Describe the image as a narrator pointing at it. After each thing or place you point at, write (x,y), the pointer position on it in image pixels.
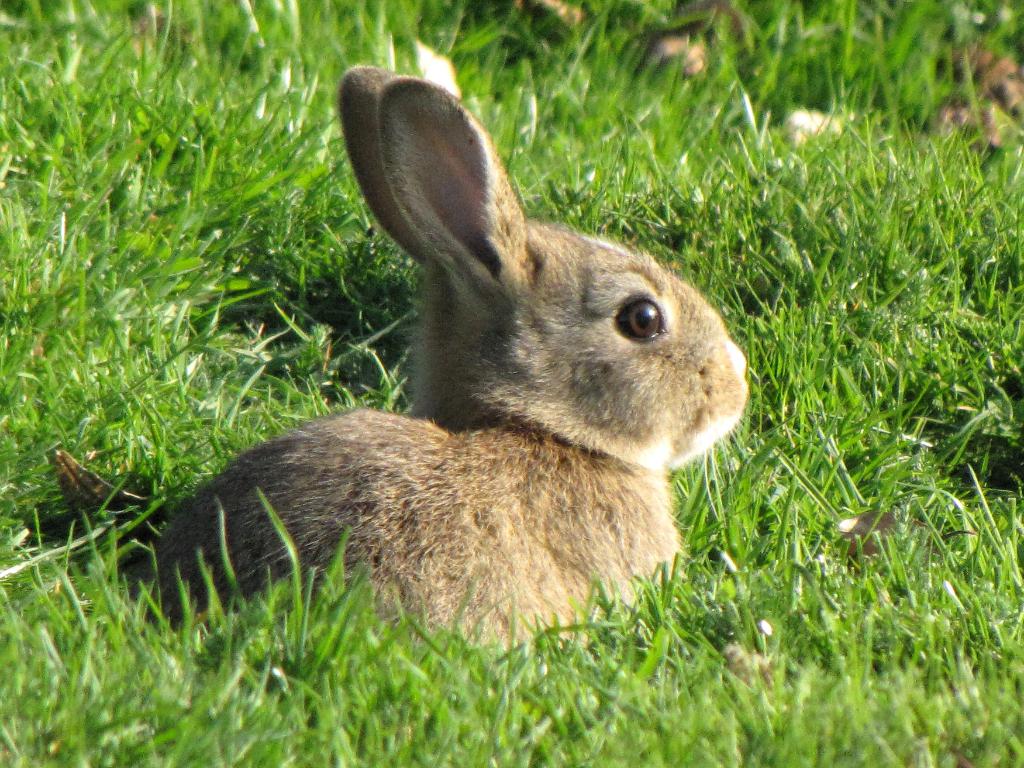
In this image there is rabbit (679,366) on the grass (253,297).
